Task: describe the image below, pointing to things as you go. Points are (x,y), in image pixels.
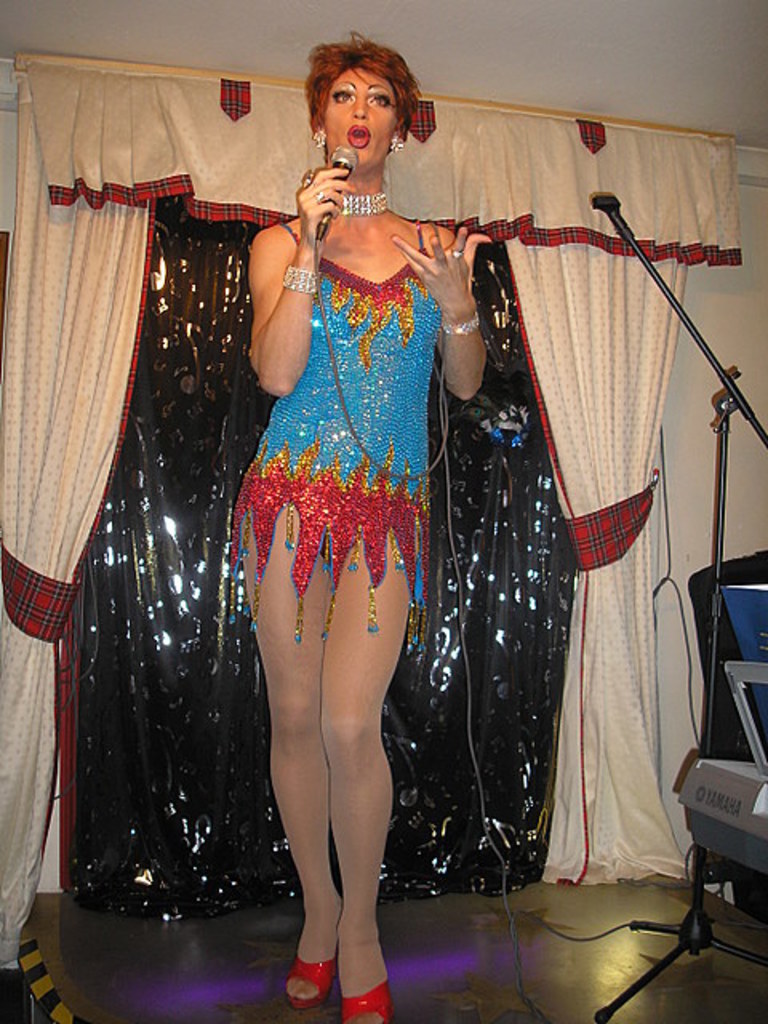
This is the woman (381,552) standing and holding a mike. I think she wore a fancy dress (336,410). This looks like a mike stand (696,900). On the right side of the image (732,791), I can see few objects (748,701). These are the curtains (620,562) hanging to the hanger (647,124).
